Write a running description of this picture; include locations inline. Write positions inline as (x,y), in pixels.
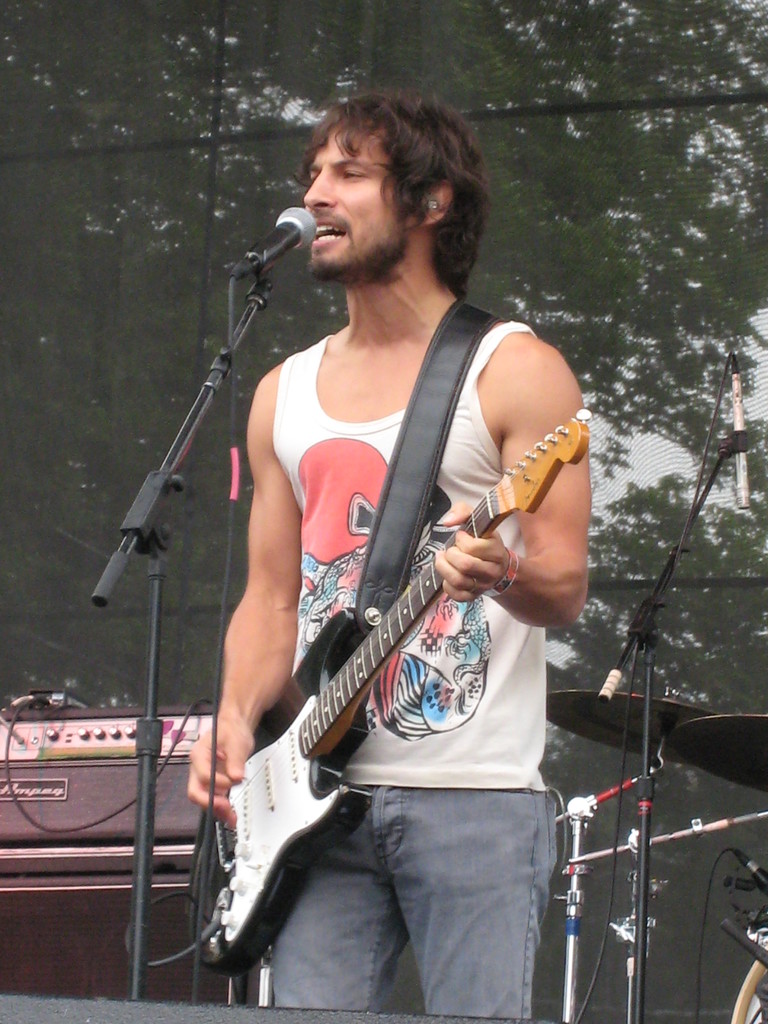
In this image i can see a person (328,541) wearing white color T-shirt (463,709) playing guitar (519,480) and in front of him there is a microphone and at the background (331,312) there are trees (720,214).
